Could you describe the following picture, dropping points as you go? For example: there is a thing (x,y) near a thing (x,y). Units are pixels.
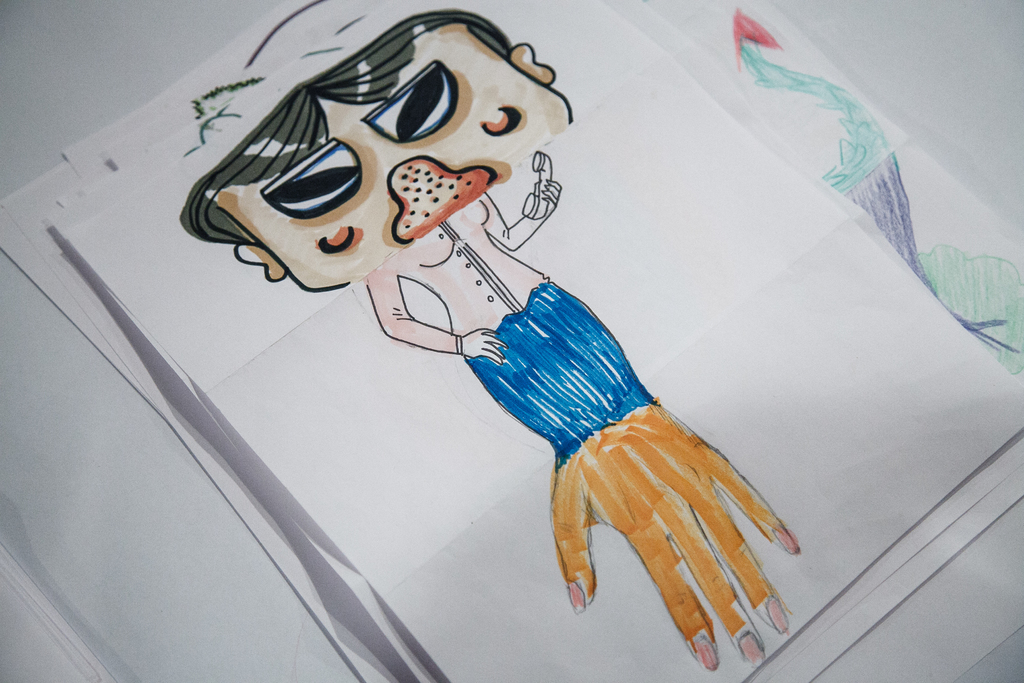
In the image there are some drawings (505,337) on the papers (580,333) and the papers (254,496) are kept on a white surface (104,560).
